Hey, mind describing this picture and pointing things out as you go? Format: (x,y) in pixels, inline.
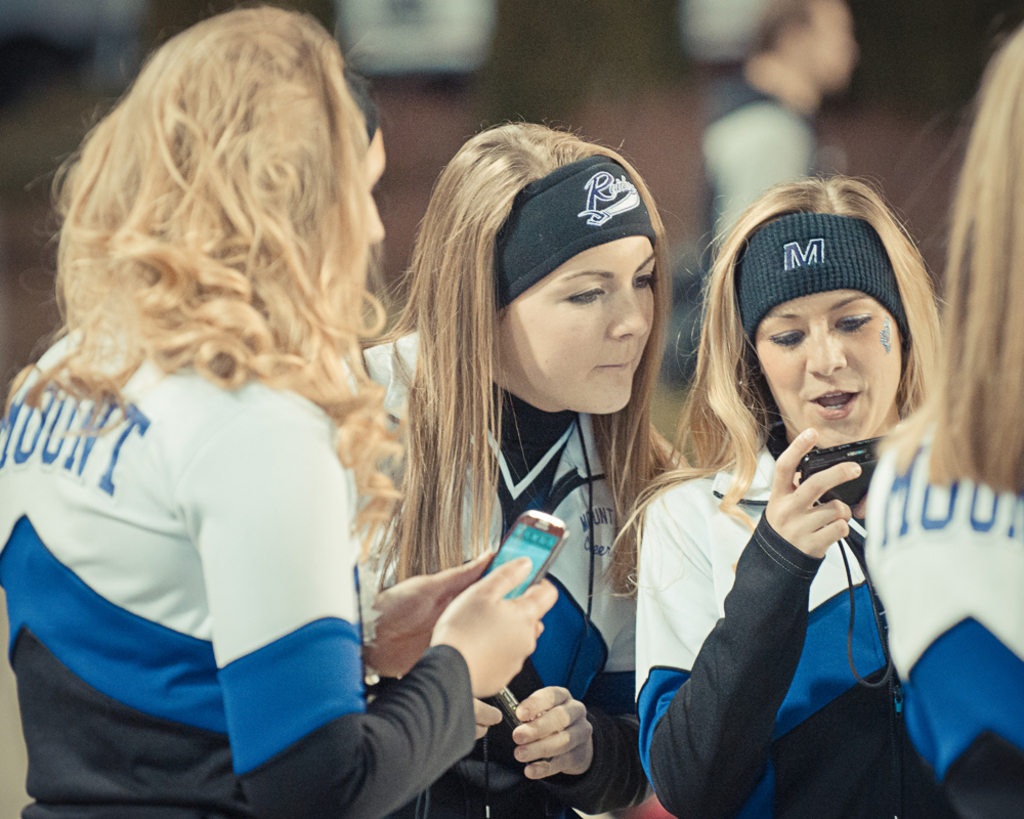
In the picture we can see four women (425,596) standing and wearing a sportswear (945,567) and one woman (135,207) is holding a mobile phone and one woman (911,321) is holding a camera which is black in color and in the background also we can see some person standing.
